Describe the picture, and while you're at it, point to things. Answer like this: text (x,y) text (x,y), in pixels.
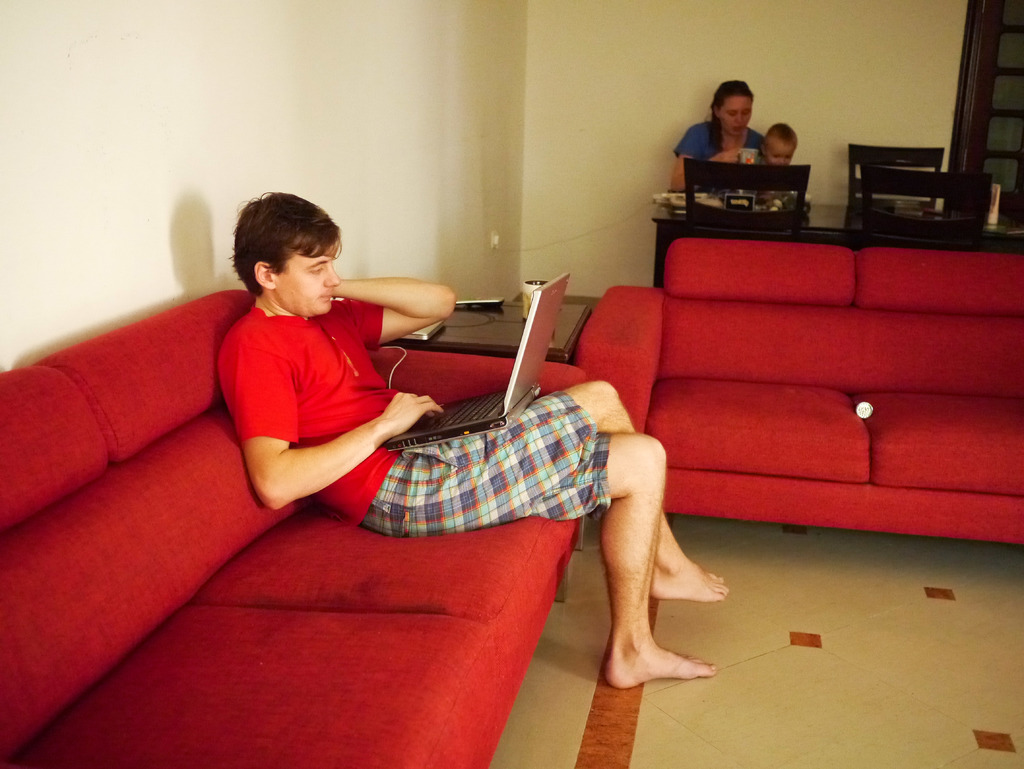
This picture is of inside. In the center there is a red color sofa (839,289), behind that there is a woman (732,117) with a baby (767,149) sitting on the chair (692,165) and there is a table (843,218) in front of her. On the left (304,373) there is a man (321,359) wearing a red color t-shirt (320,364) and sitting on a red sofa (410,605) and there is a table (479,342) behind the sofa (487,363). In the background (492,43) there is a wall (887,56) and a window (981,81).
